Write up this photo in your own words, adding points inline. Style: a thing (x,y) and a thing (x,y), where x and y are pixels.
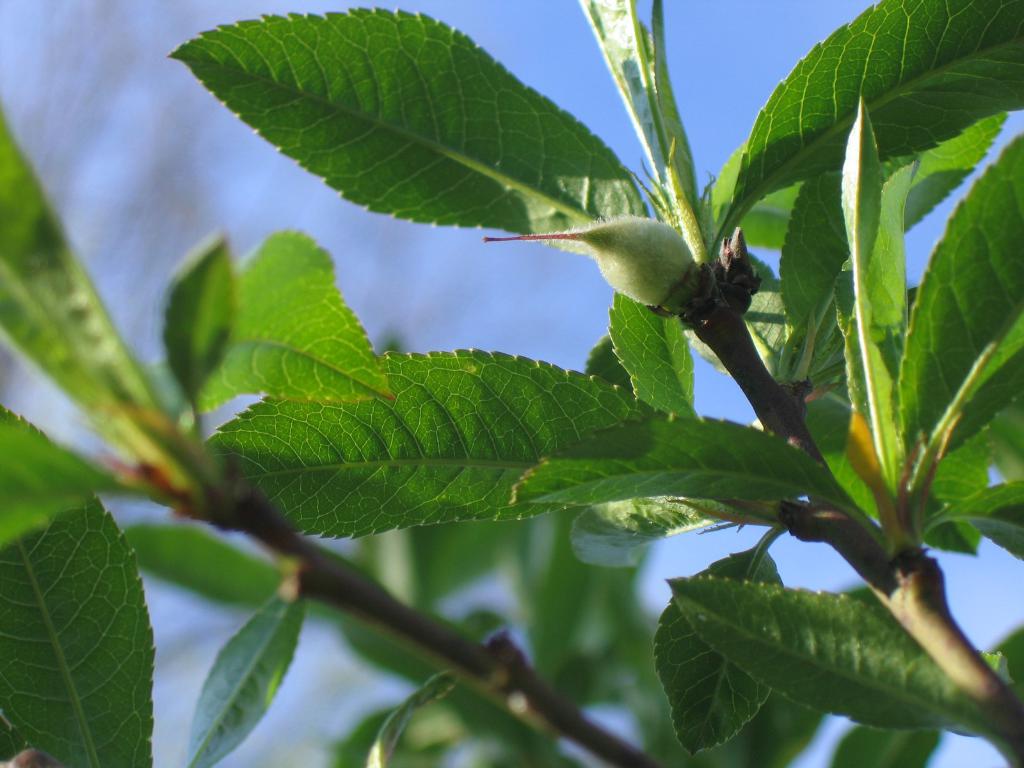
In the image there are two branches (889,563) of a tree (452,475).
